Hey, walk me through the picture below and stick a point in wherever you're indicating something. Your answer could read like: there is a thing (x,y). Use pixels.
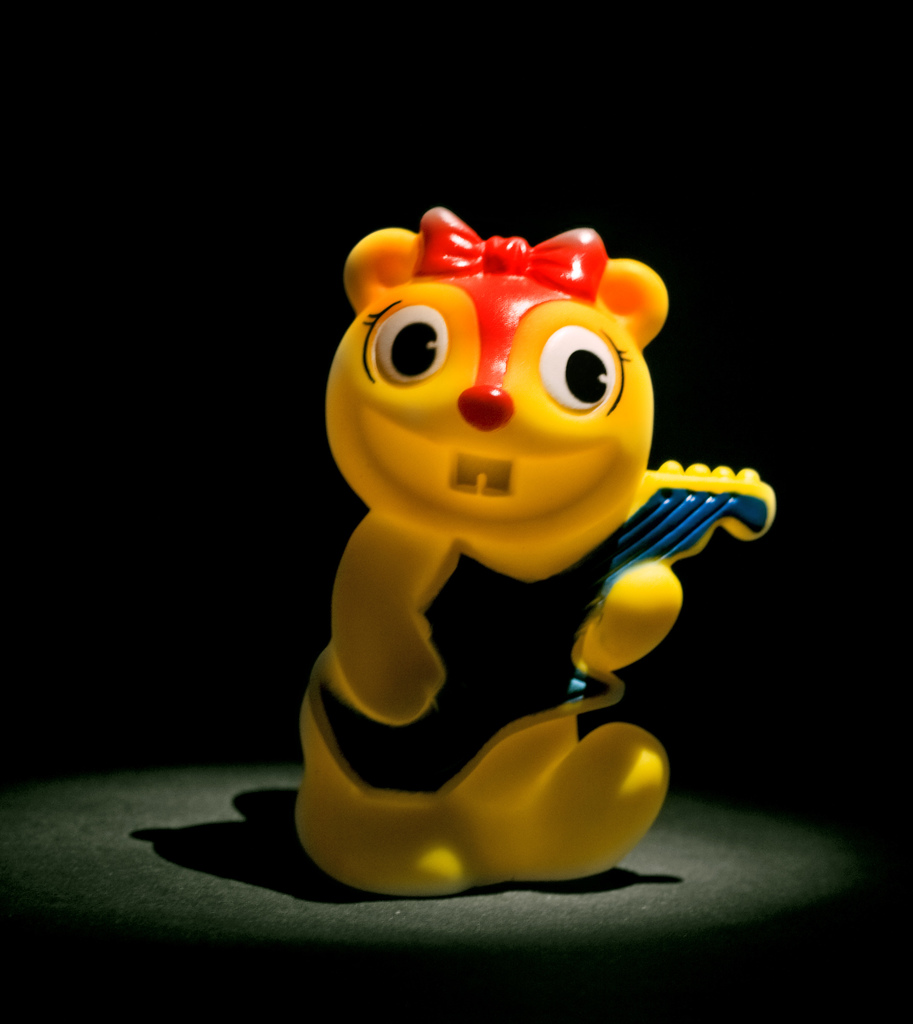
In the center of the image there is a toy (381,242) on the surface (302,912).
